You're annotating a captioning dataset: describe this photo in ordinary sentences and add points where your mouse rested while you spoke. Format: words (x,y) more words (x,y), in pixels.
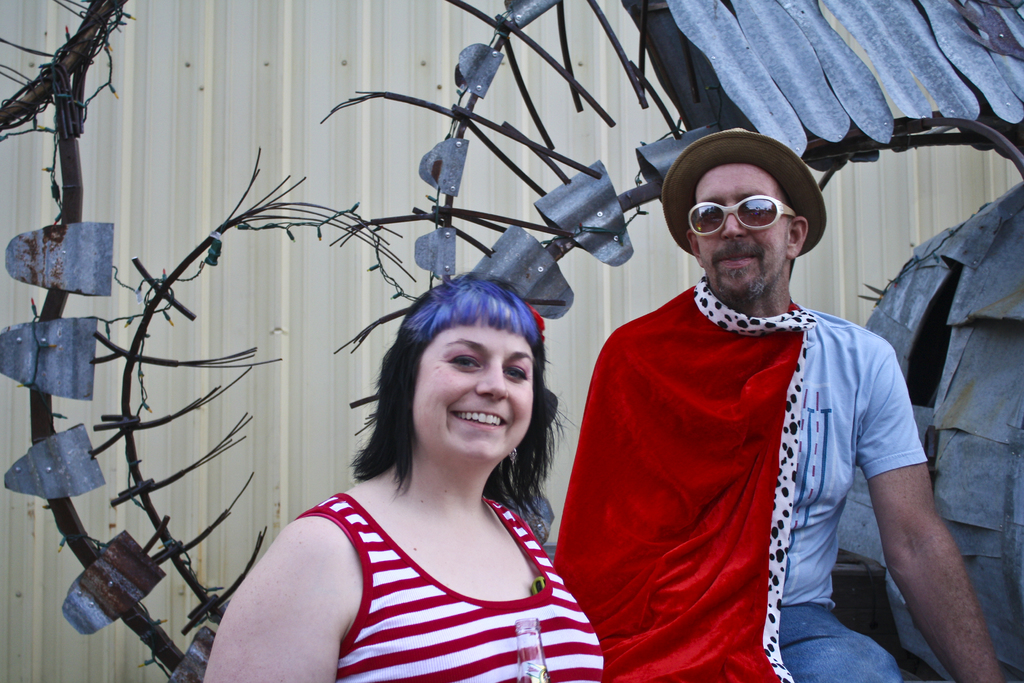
In this image we can see two persons (627,367) with a smiling face (761,173) and behind them, we can see some metal objects (61,360).
